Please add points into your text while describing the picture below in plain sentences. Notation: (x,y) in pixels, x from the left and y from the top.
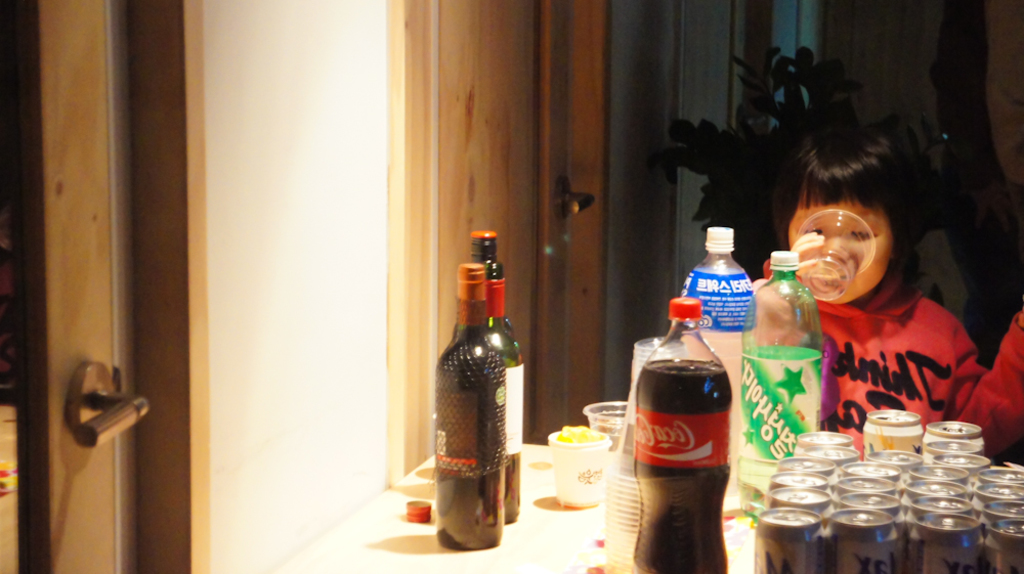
This kid (848,394) is sitting on a chair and drinking water (840,275). On this table (547,501) there are bottles (714,434), tins (872,488) and cups (624,442). This is door (480,176). Far there is a plant (730,162).
